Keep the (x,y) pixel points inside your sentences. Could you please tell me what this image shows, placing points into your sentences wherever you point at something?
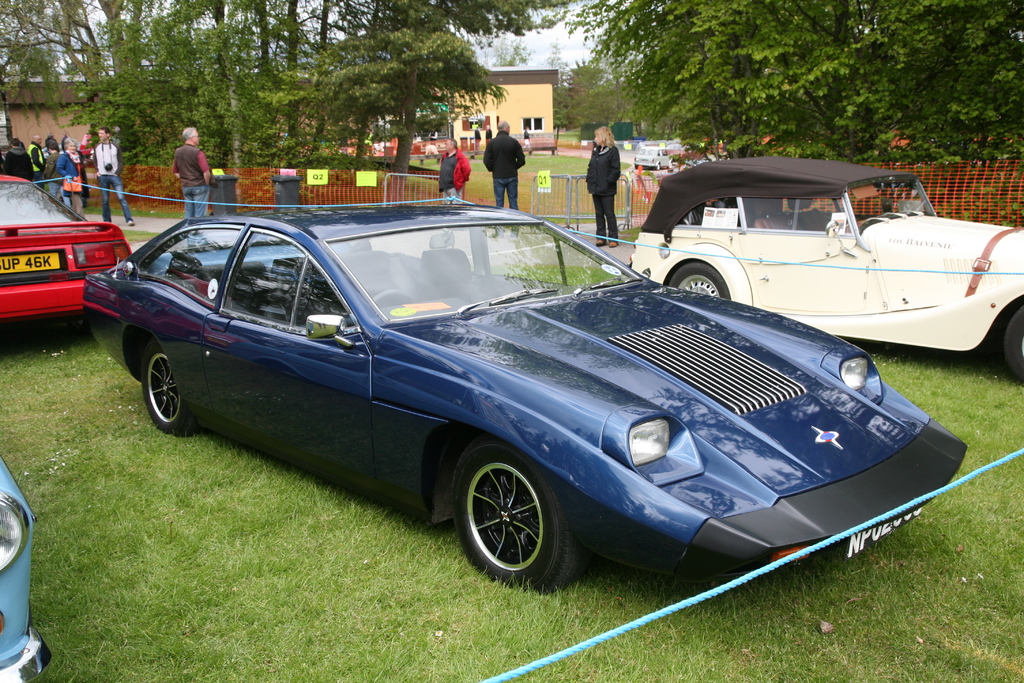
In this image we can see some vehicles (606,324) placed on the ground (390,640). We can also see grass (399,520), ropes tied to the poles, the fence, a group of trees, trash bins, a group of people (515,159) standing on the ground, buildings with windows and the sky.
